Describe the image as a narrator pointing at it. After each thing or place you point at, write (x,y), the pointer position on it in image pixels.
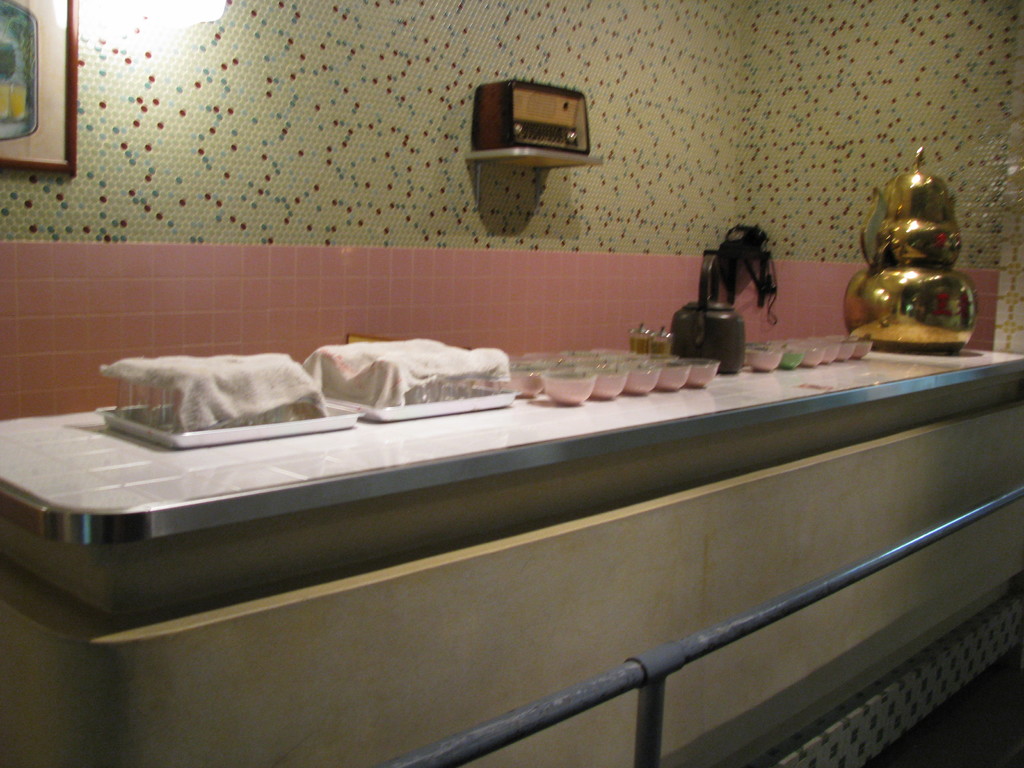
In this image we can see some objects (560,381) on the table (892,375) containing some bowls (699,375), a container (884,327), a kettle (698,316) and some glasses (154,401) in the trays (240,429) covered with the napkins (272,385). On the bottom of the image (488,727) we can see a metal pole (649,691). On the backside (489,143) we can see a device (488,146) on a rack (495,157), a light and a photo frame (59,159) on a wall (125,179).
